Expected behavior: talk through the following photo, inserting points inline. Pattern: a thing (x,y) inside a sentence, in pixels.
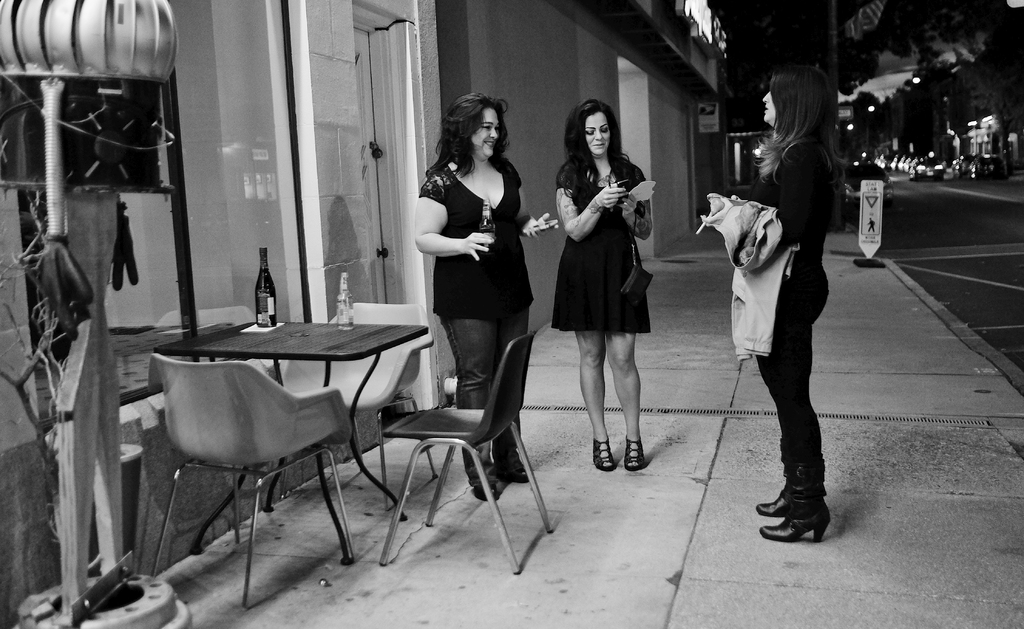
This image consist of three women (476,246). All are wearing black color dress (470,259). To the left (286,344), there is a table (332,349) on which two bottles (341,309) are kept. And there are three chairs (241,424) around the table (358,344). To the left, there is a door (383,114). To the right (967,241), there is a road (947,228). In the background (921,64), there are trees (1006,80).
